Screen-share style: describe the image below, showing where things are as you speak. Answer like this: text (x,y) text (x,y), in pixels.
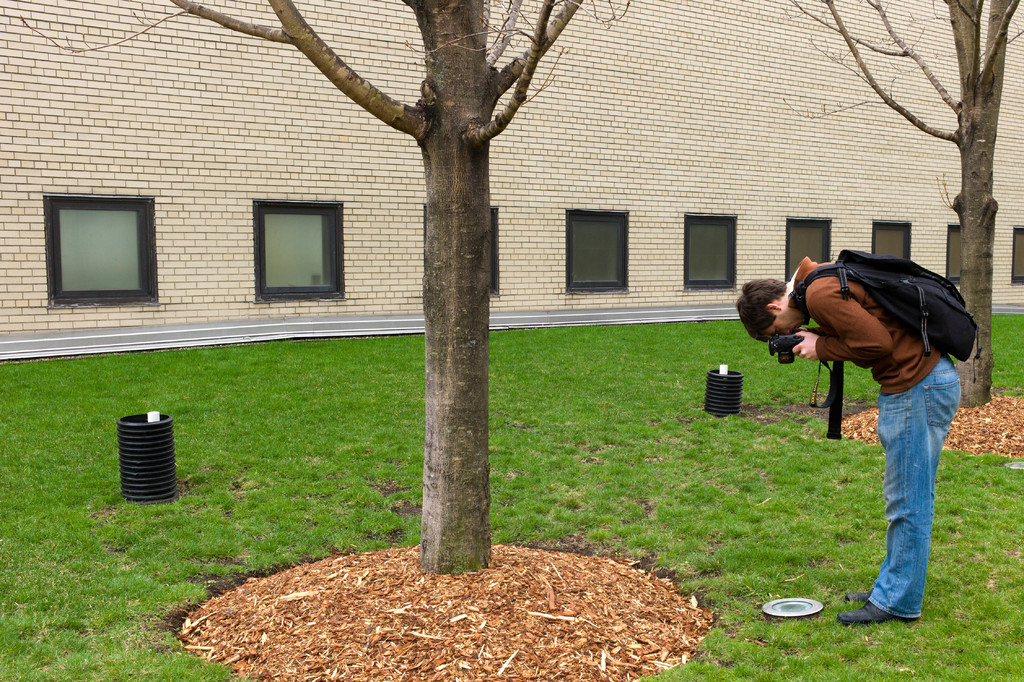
In the foreground (778,382) I can see a person (909,488) is holding a camera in hand (805,346) is wearing a bag pack (913,322), boxes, trees (436,479) and a disc (819,605) on grass (818,638). In the background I can see a building (603,197), windows (90,200) and fence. This image is taken may be during a day.
